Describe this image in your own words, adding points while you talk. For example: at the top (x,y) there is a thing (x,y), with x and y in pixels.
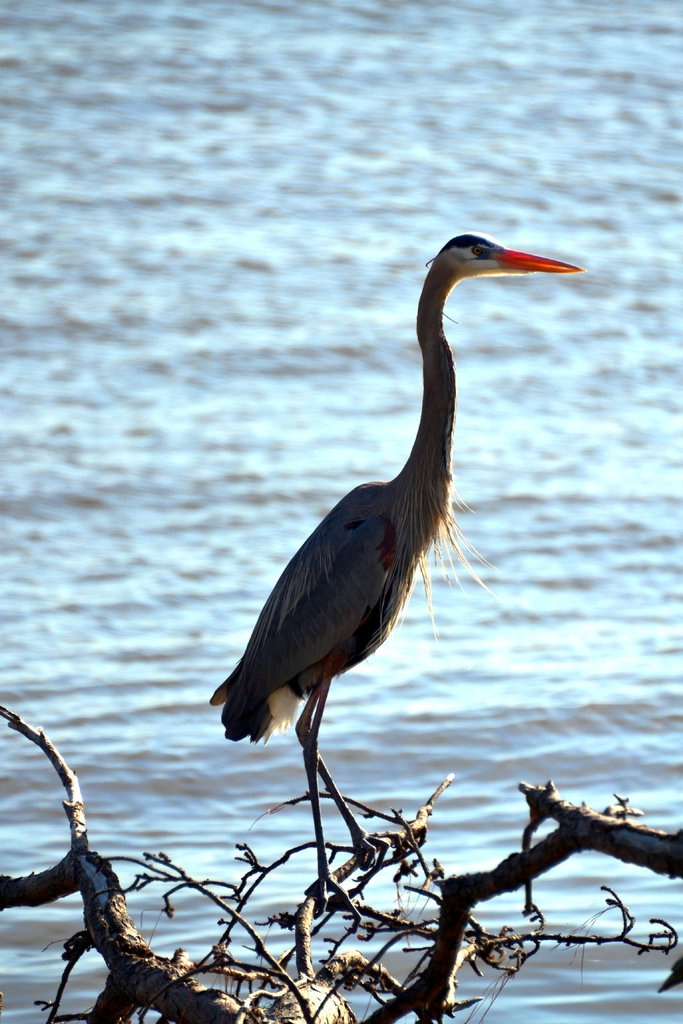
Here in this picture we can see a water bird (434,440) present on a branch (225,907) of a tree (261,973) and we can see water (191,409) present all over there.
